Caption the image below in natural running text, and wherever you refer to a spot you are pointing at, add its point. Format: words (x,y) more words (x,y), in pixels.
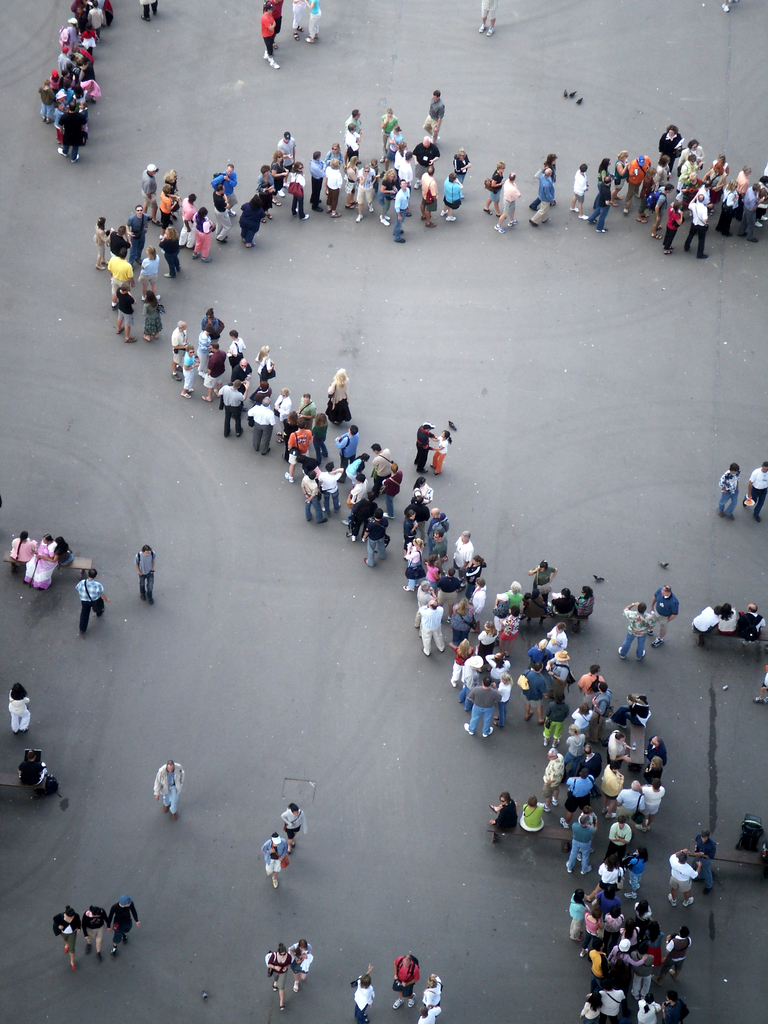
In this picture we can see a group of people (477,669) are standing in a line and some people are walking on the path (499,795).
